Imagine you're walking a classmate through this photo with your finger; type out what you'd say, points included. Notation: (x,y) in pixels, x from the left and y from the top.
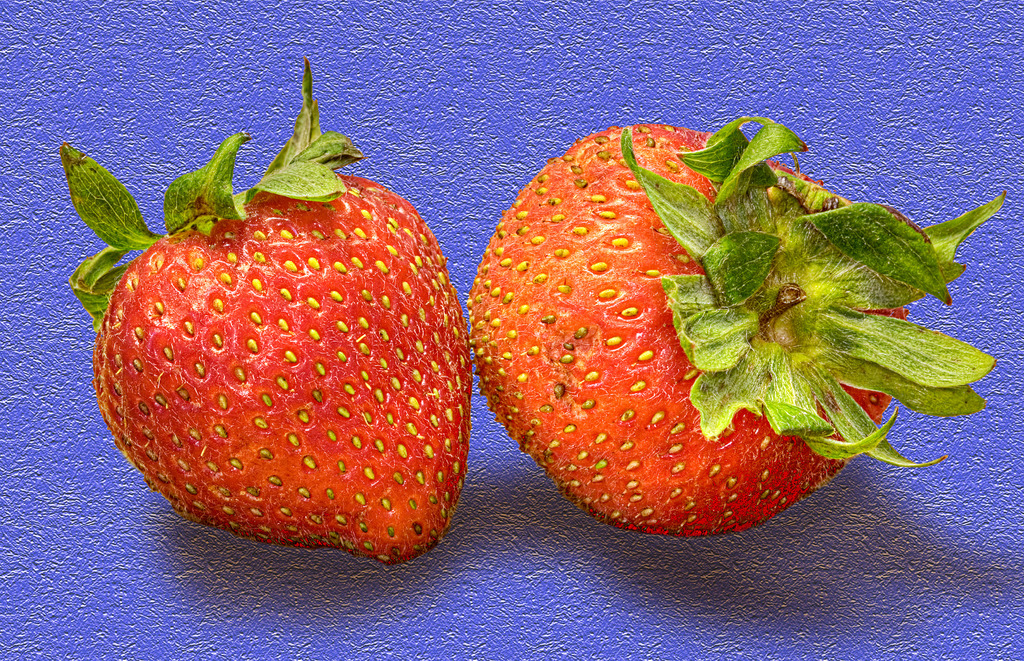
In this picture we can observe two strawberries (590,371) which were in red color. We can observe some leaves (730,263) on these two fruits (273,209). These strawberries (507,301) were placed on the purple color surface (78,505).
